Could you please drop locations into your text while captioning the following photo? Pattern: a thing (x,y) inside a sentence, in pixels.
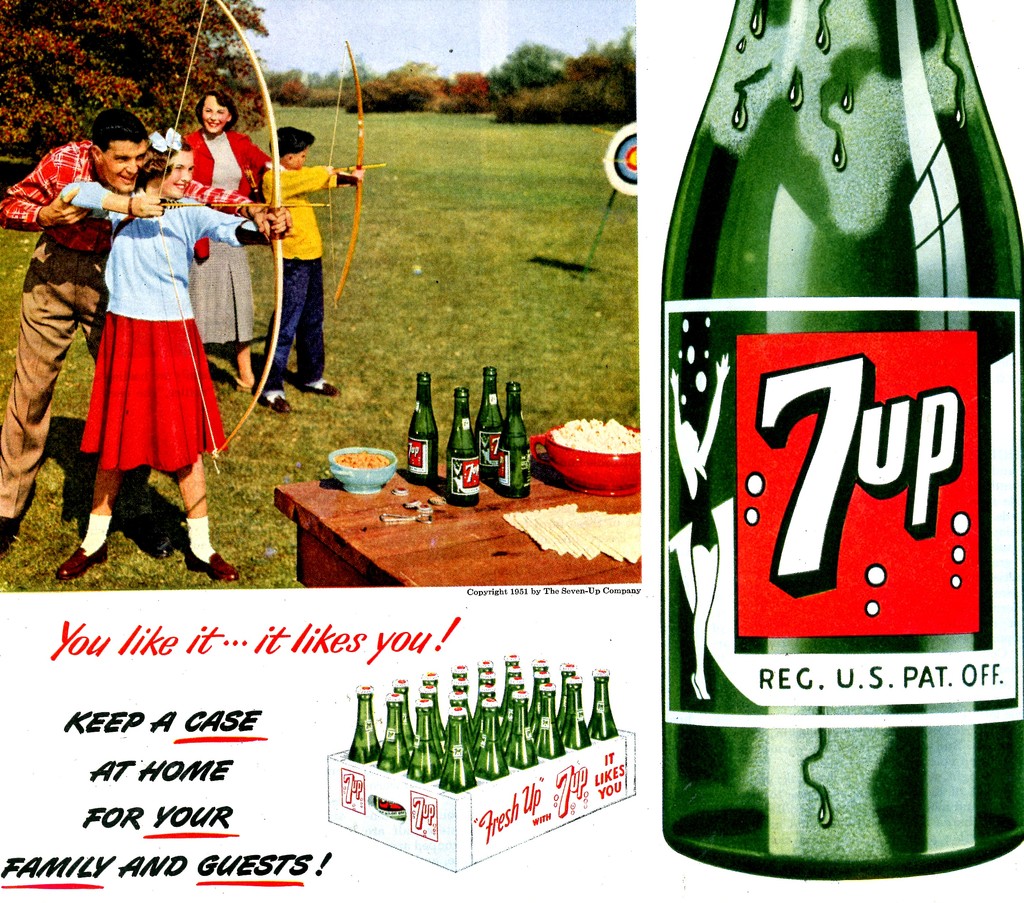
In this image I can see four people (193,222) where two of them are holding bow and arrow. On this table (323,522) I can see number of bottles (511,492) and food (597,433) in bowls (388,466). In the background (61,98) I can see a board (624,137) and number of trees (288,77).
